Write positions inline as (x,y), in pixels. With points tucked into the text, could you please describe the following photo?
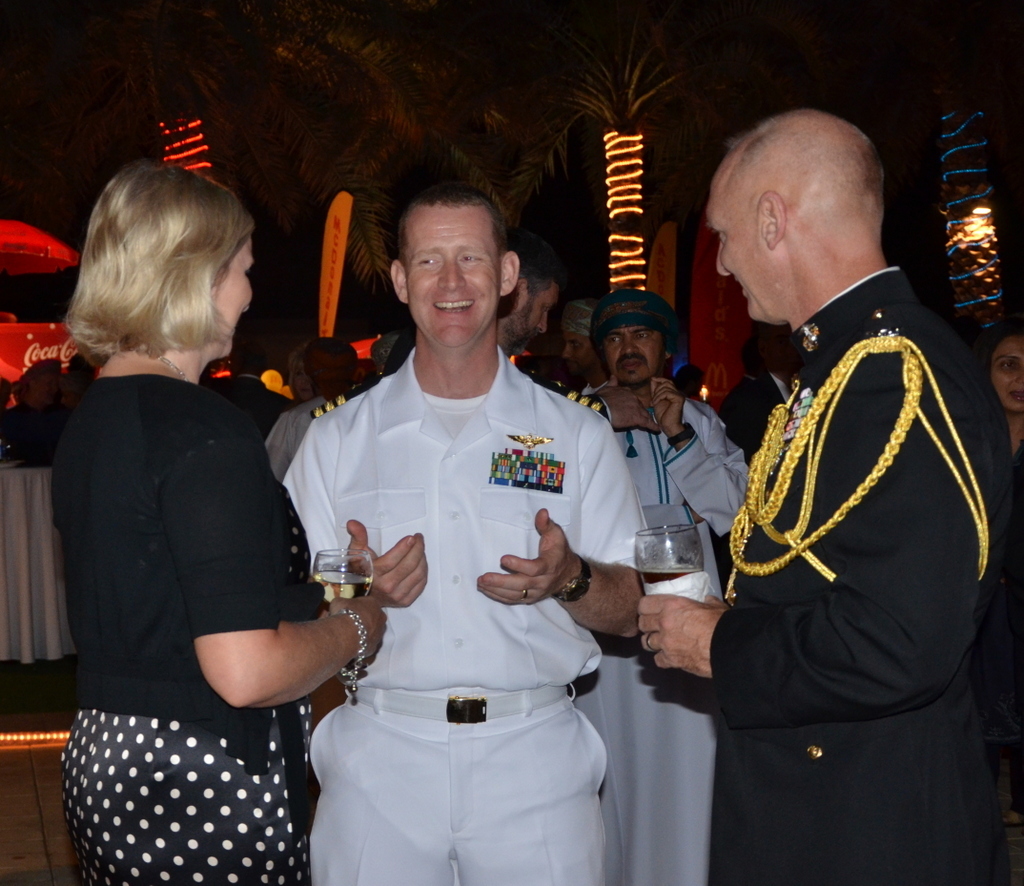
In the picture I can see two persons (300,571) standing and holding a glass (661,569) of drink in their hands (685,611) and there is a person (478,606) wearing white dress (473,511) is standing in between them and there are few other people (609,402) behind them and there are trees (690,171) decorated with few lights (634,160) in the background (486,157).
